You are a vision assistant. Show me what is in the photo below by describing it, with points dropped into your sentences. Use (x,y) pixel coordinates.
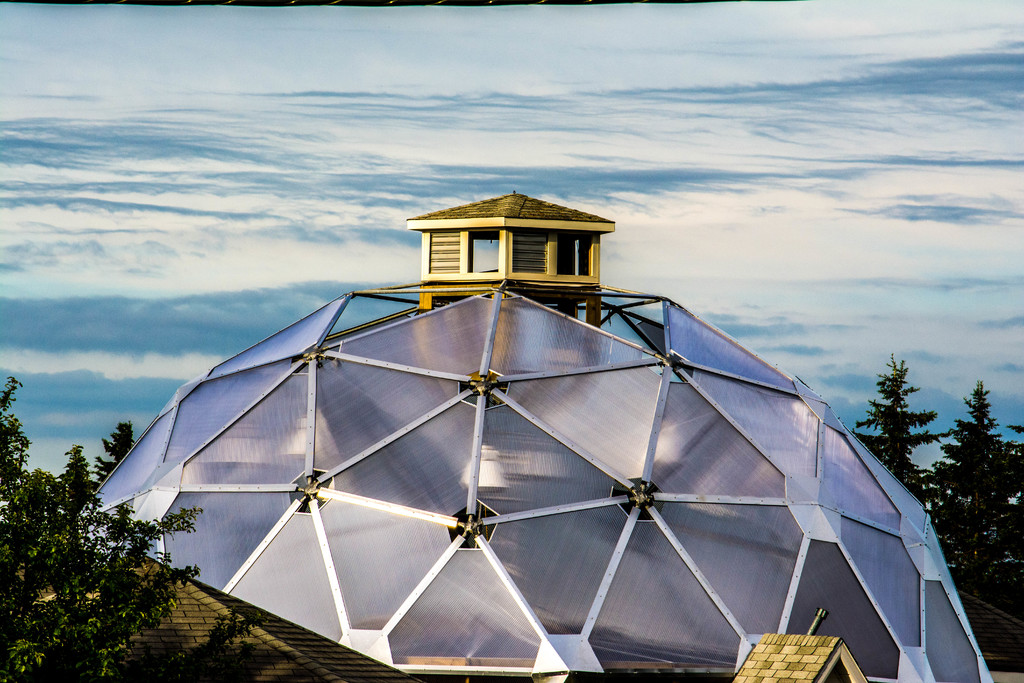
In this image I can see it looks like a building (428,417). On the left (168,590) and right side (964,509), I can see the trees (961,478). In the background (393,171), I can see the clouds (226,174) in the sky (389,143).
